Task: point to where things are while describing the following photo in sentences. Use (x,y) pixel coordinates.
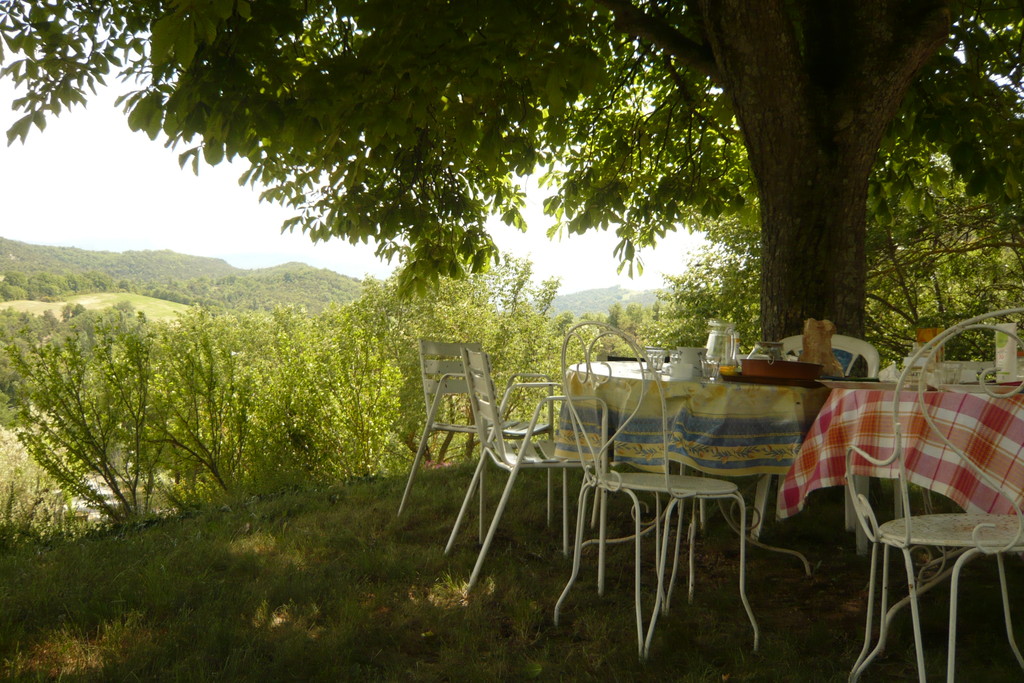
In this image we can see some chairs (917,531), group of bowls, jars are placed on the tables (873,410). In the background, we can see grass (371,617), a group of trees (304,341), mountains (215,270) and the sky (129,210).
